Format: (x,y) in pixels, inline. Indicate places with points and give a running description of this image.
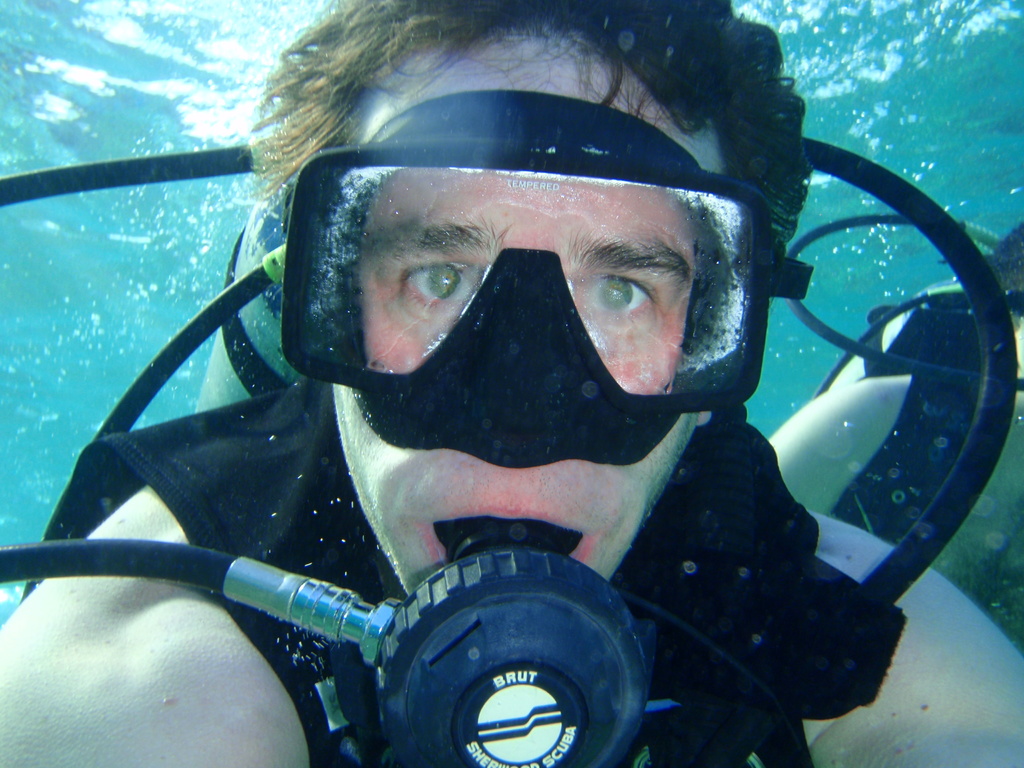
In this image, we can see a man (424,517) wearing a mask (490,350) and an oxygen cylinder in the water (954,548). On the right side of the image (880,431), there is another person (945,443).
